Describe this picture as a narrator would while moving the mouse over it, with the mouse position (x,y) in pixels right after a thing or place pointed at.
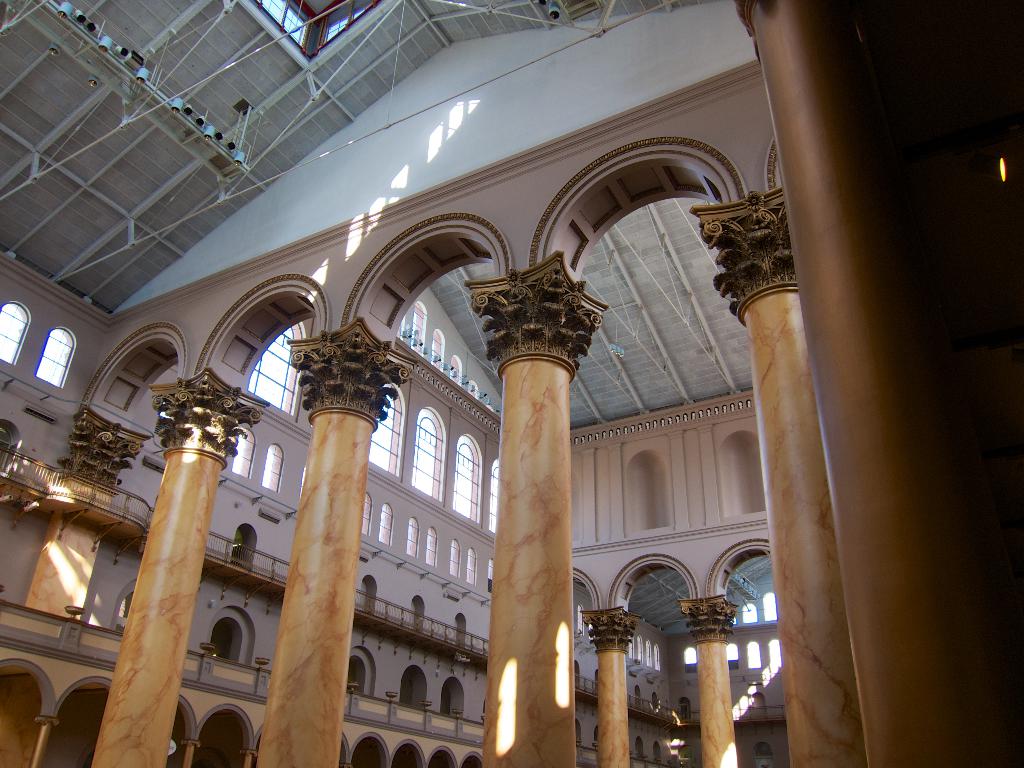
In this image we can see an inner view of a building (393,306) containing some pillars (556,445), windows (418,309), the railing (413,623) and a roof (115,181) with some ceiling lights (219,129).
